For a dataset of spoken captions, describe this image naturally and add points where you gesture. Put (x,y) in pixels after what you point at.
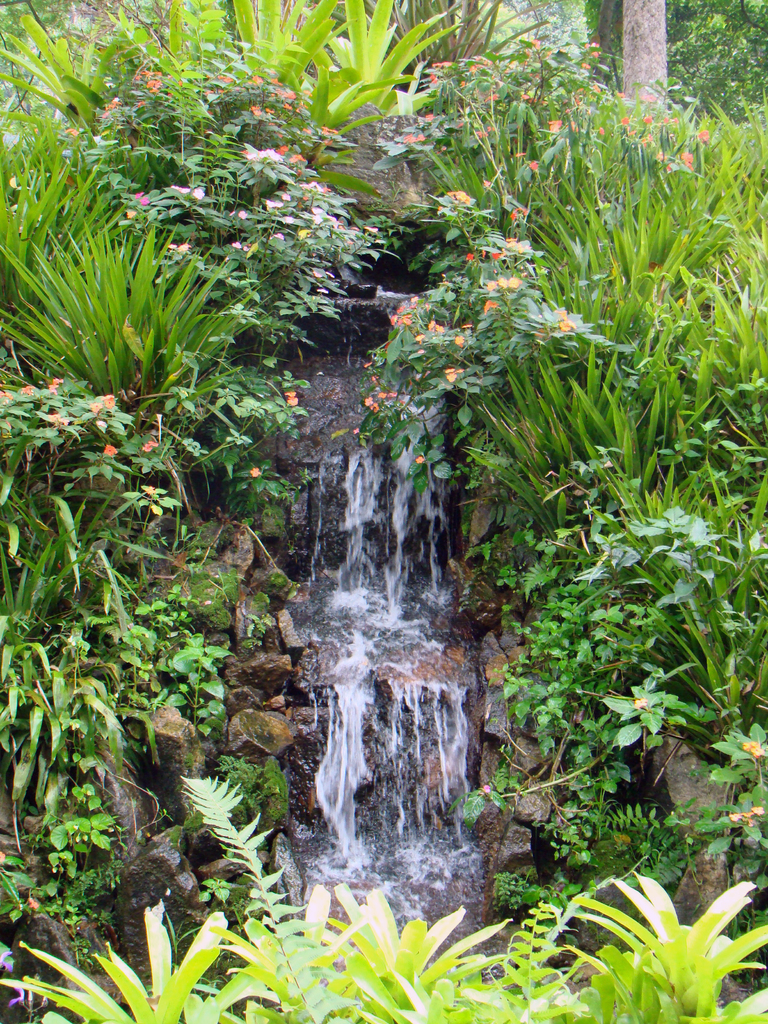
The picture consists of plants (175,636), flowers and small waterfall (374,461). At the top (636,54) it is looking like a trunk (655,40) of a tree (655,40).
